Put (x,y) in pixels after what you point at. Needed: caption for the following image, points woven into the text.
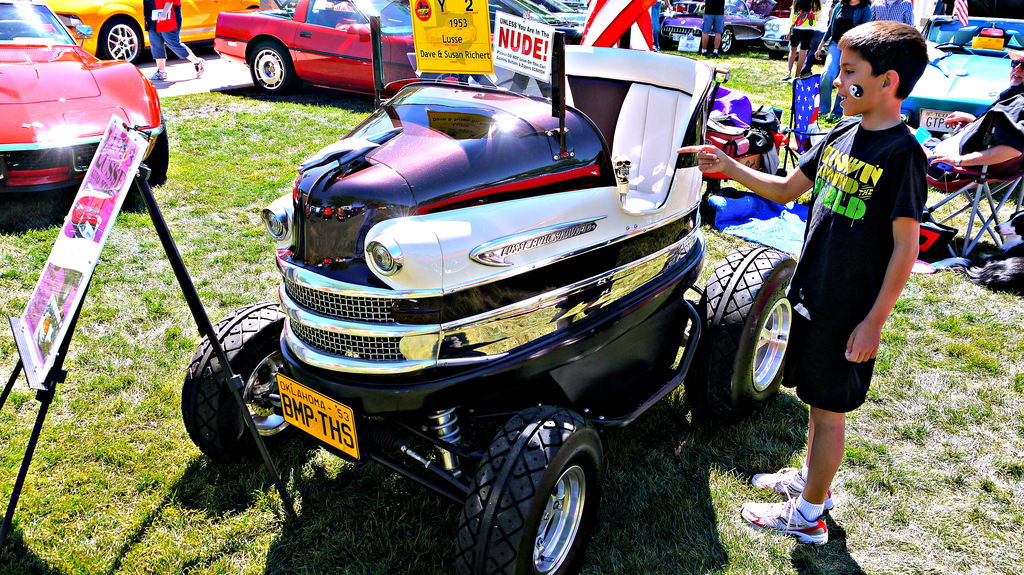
In this picture we can see vehicles (653,292), people (871,73), objects (803,127) and boards (419,23). On the right side of the picture (1012,86) we can see a man (967,131) wearing goggles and sitting on a chair (970,231). We can see a boy (803,377) standing and pointing his finger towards a vehicle (684,186). At the bottom portion of the picture (600,513) we can see grass (177,128).
